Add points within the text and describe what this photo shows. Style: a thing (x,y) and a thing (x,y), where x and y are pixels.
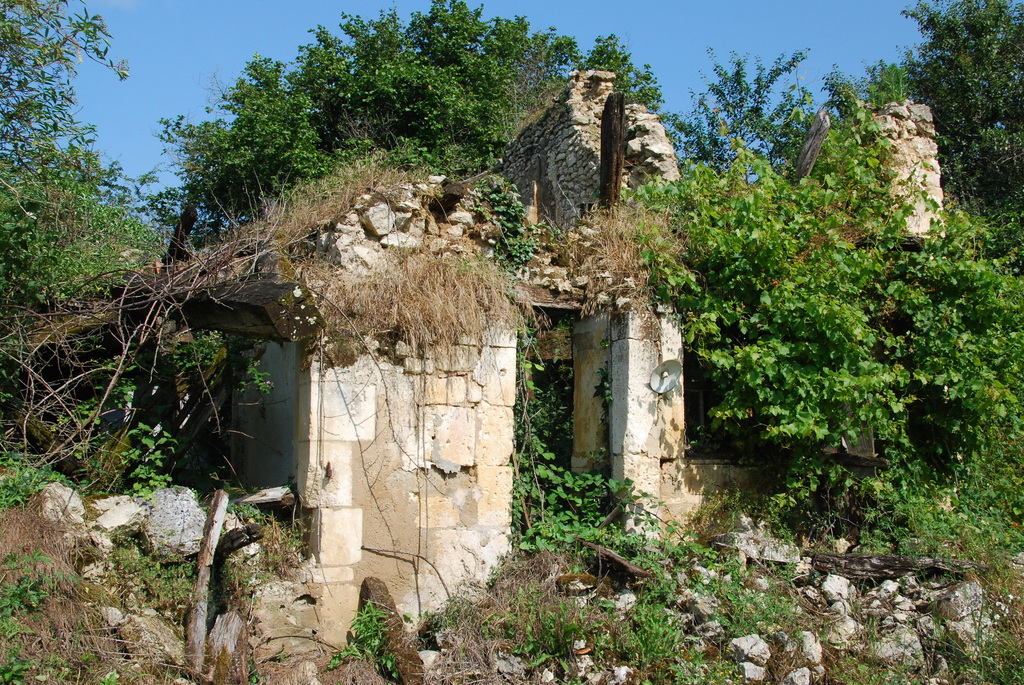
In this picture I can see there is a pillar (678,386) on to right side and there is a broken wall (582,112) and there is some grass (652,220), plants (743,210), rocks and there are trees (302,132) and the sky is clear.
